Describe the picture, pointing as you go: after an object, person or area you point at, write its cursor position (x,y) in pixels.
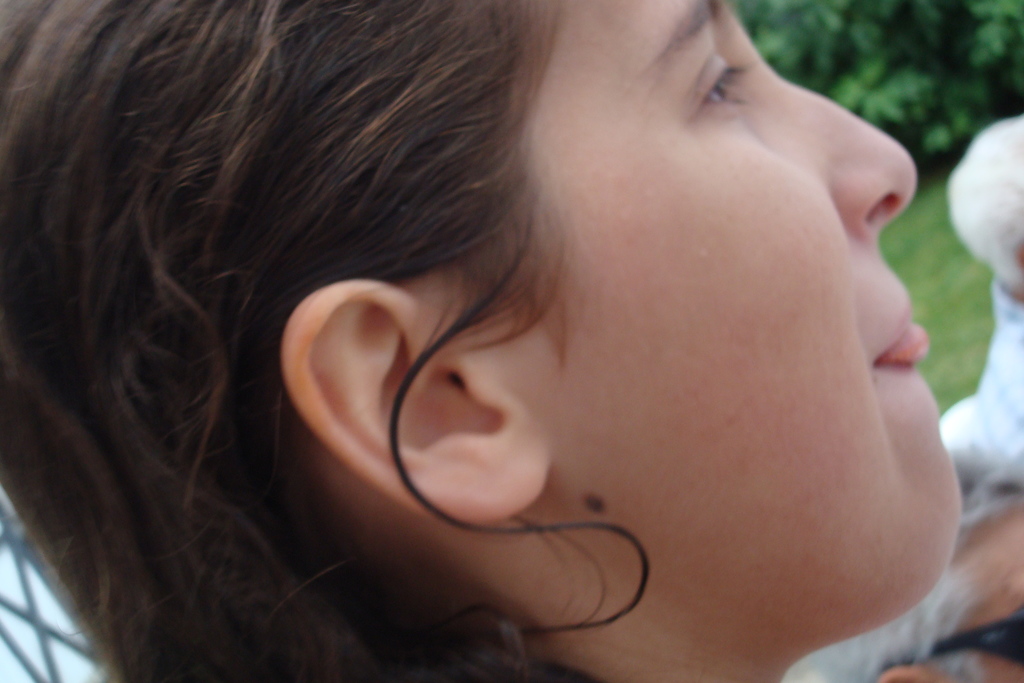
In this image I see a girl's face (552,170) and I see a mole (594,506) over here. In the background (897,79) I see the green leaves (926,75), green grass (930,232) and a white color thing (961,199) over here.
